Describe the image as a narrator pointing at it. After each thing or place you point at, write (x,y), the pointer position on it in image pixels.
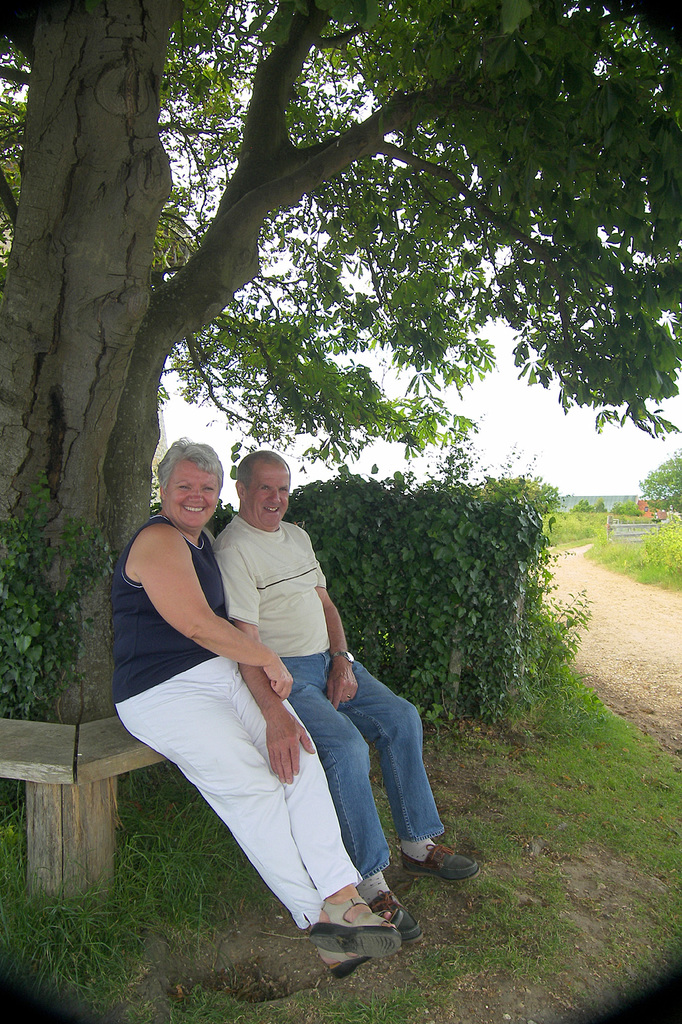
In this image we can see a couple (283,652) sitting on a bench (96,761) under a tree (147,448), there are some plants (548,552), and other trees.
